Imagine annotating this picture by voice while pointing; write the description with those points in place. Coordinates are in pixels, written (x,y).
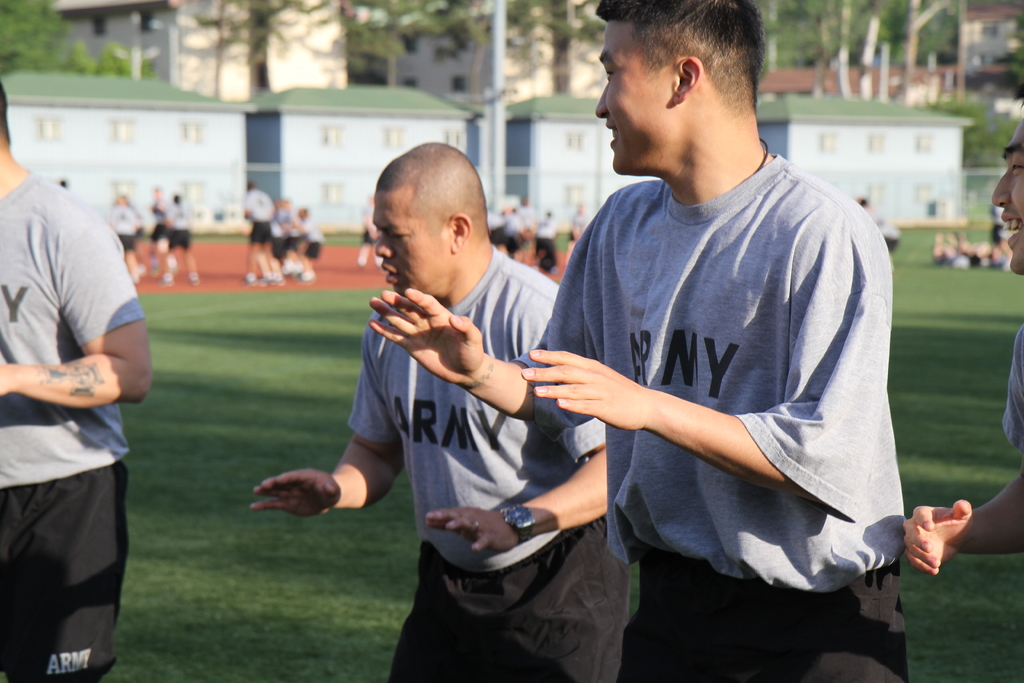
In this image there are buildings (448,66) towards the top of the image (352,104), there are trees (365,61) towards the top of the image (128,55), there is grass (255,427) towards the bottom of the image (256,545), there are a group of persons (897,239), there are three men (42,532) towards the bottom of the image (718,503), there is a man (973,523) towards the right of the image (987,534).
